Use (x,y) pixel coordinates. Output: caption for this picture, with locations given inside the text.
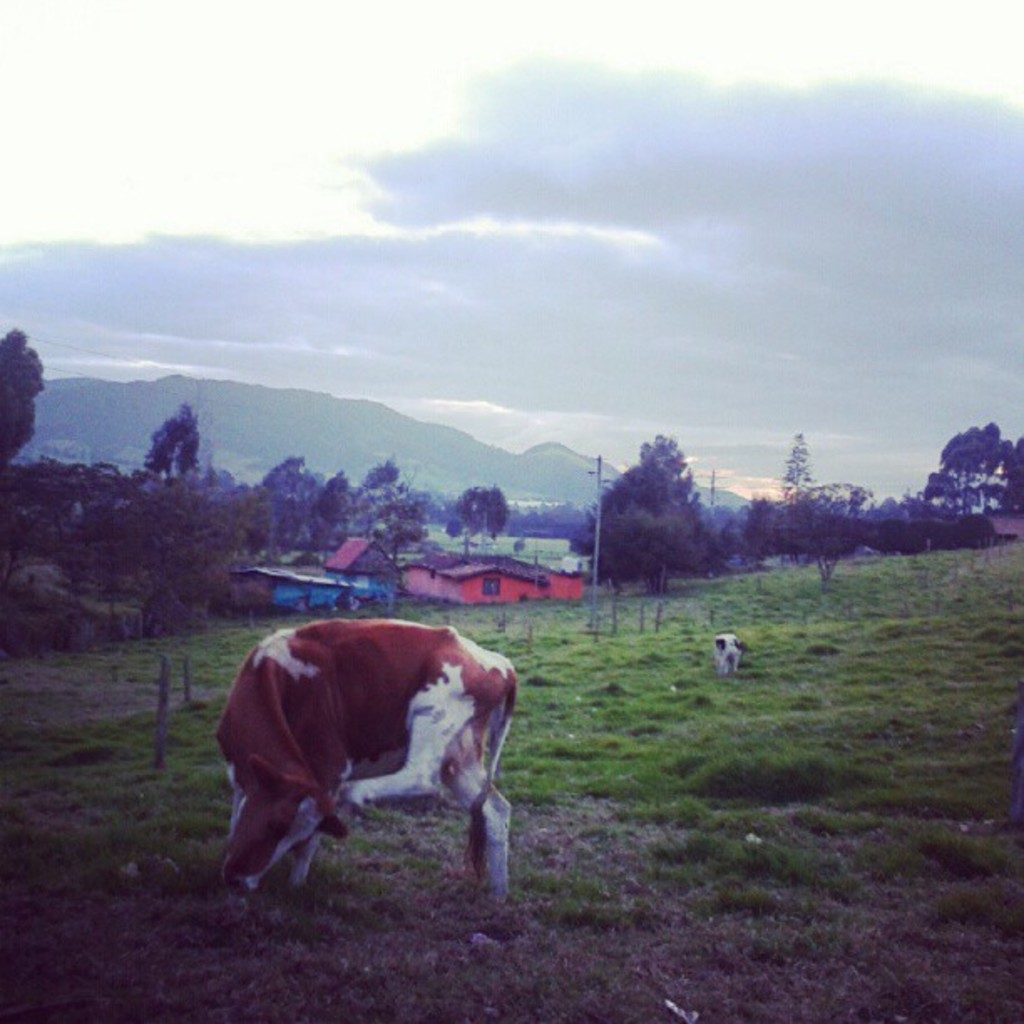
In this image, there are two cows (328,683) standing. This is the grass (535,729). I can see the houses (463,590) and the trees (110,494). This looks like a pole (591,603). In the background (328,441), I think these are the hills (702,490). I can see the clouds (508,188) in the sky (471,161).
